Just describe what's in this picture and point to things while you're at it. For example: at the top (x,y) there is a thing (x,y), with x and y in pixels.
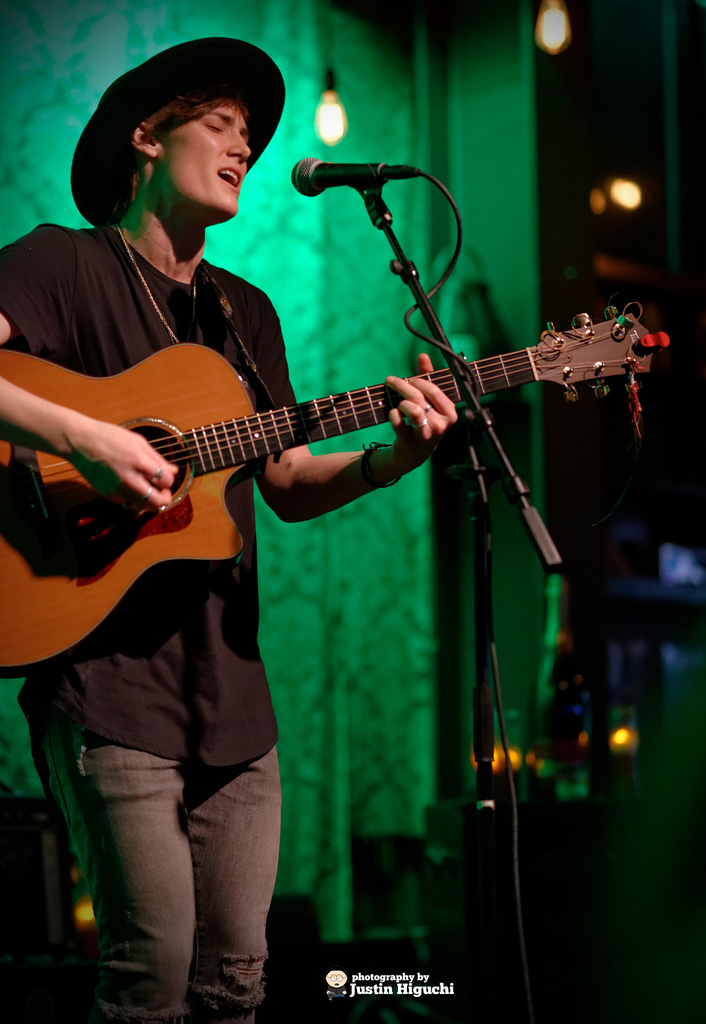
In this image there is a person (103,440) wearing black color T-shirt (89,271) and cap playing guitar (544,355) in front of him there is a microphone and at the background of the image (371,326) there is a green color curtain (392,336).
